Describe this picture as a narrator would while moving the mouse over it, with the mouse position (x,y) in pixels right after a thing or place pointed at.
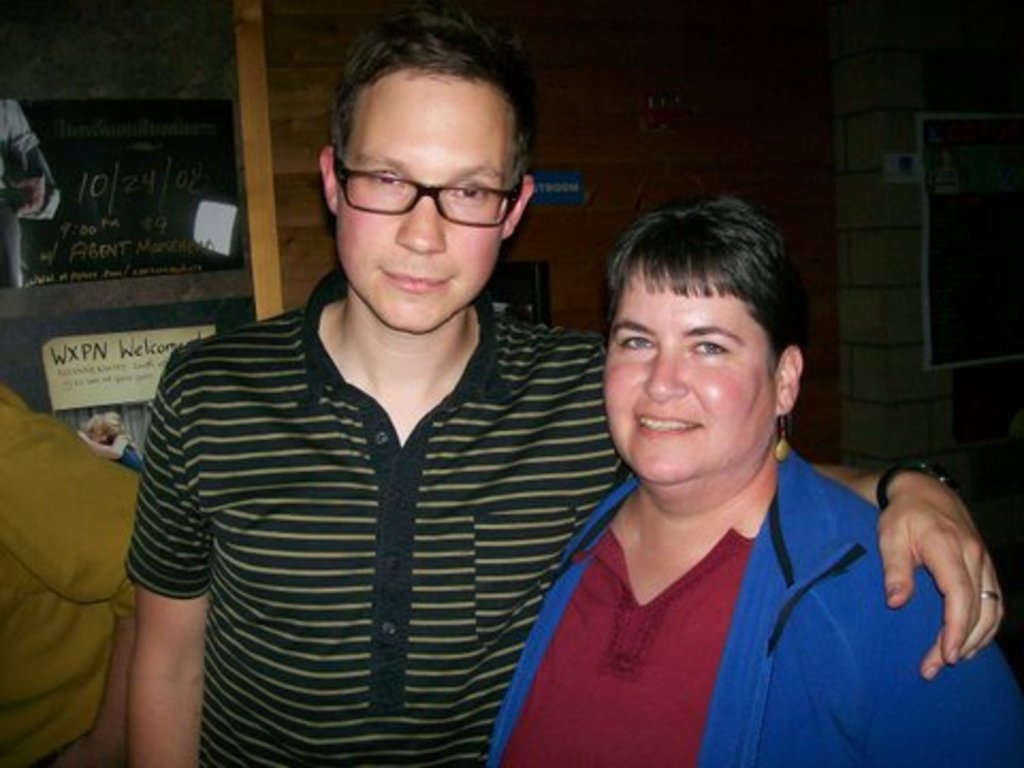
In the picture we can see a man (368,653) and a woman (879,700) standing and woman (788,683) is smiling and in the background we can see a wall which is made up of a wooden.
